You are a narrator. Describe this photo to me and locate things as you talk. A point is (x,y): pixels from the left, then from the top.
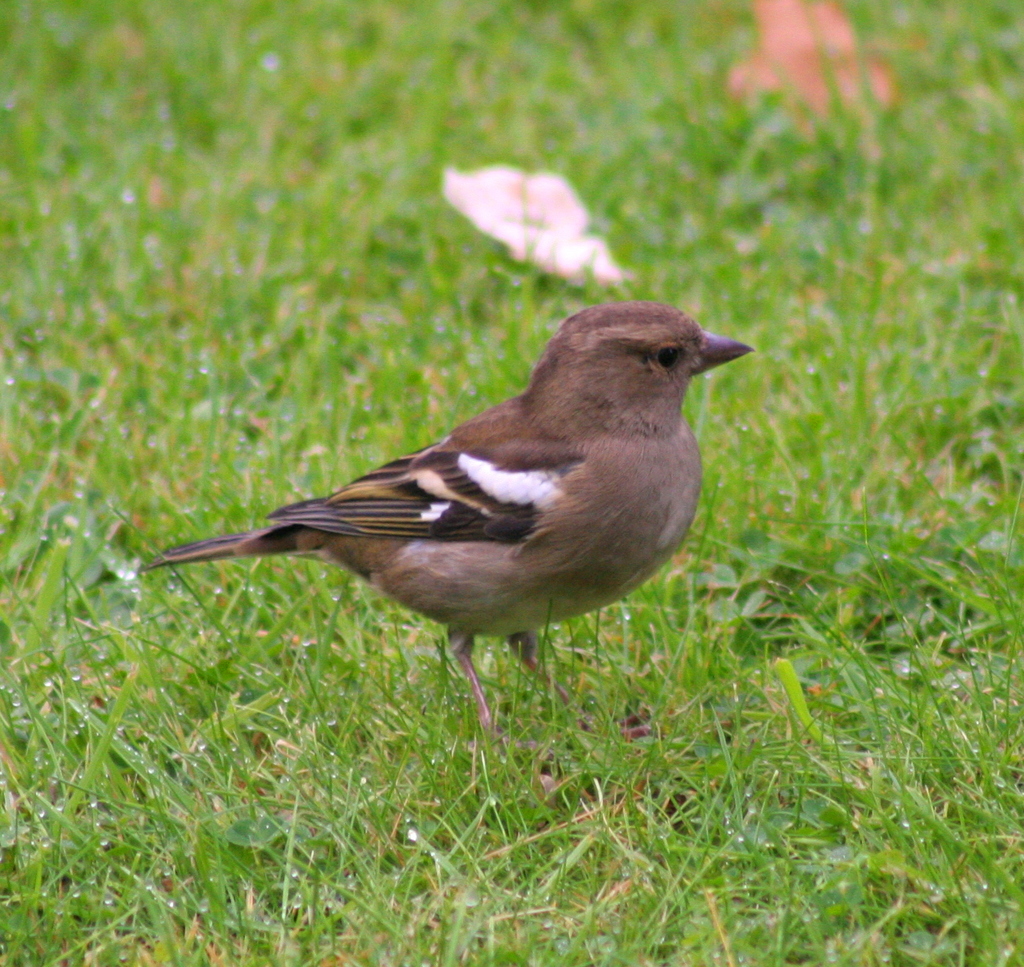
In this picture there is a bird (596,443), beside that I can see the green grass (399,438). At the top (512,243) I can see the leaves (738,100) and other white object (572,234).
